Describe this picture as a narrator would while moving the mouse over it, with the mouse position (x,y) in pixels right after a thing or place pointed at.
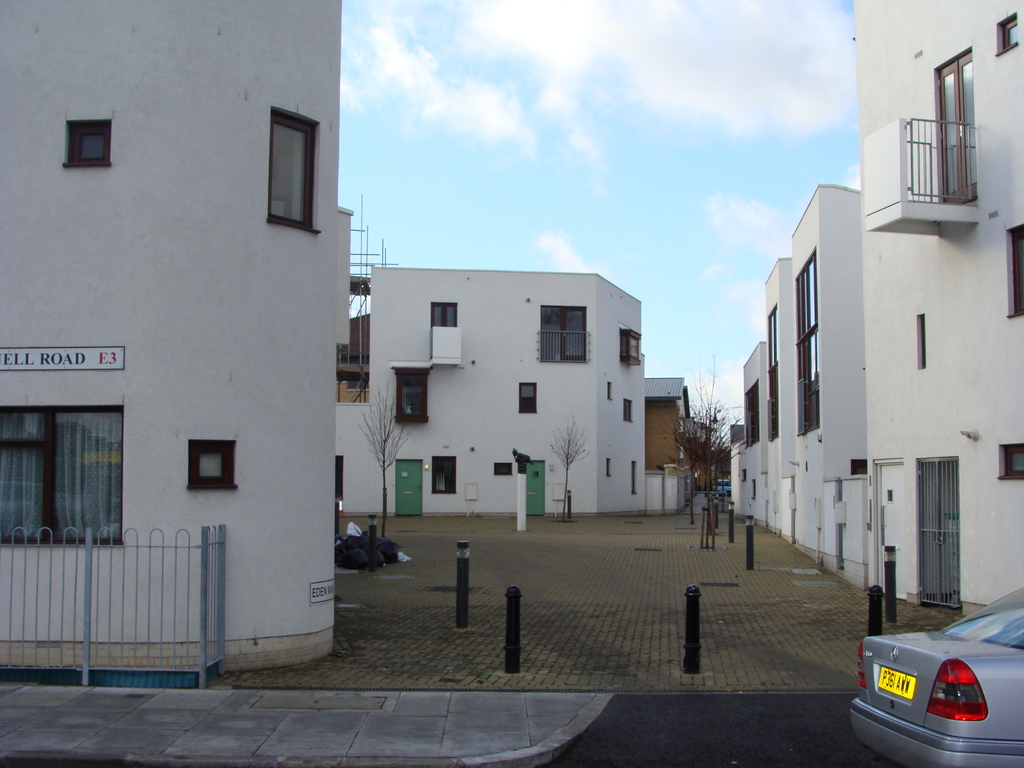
These are the buildings (488,371) with the windows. I think these are the lane poles (889,556). At the bottom right side of the image (917,673), that looks like a car (1001,692). I think this is an iron grill (151,602). I can see the small trees (695,440) with branches (383,436). These are the clouds (693,53) in the sky (659,197).
